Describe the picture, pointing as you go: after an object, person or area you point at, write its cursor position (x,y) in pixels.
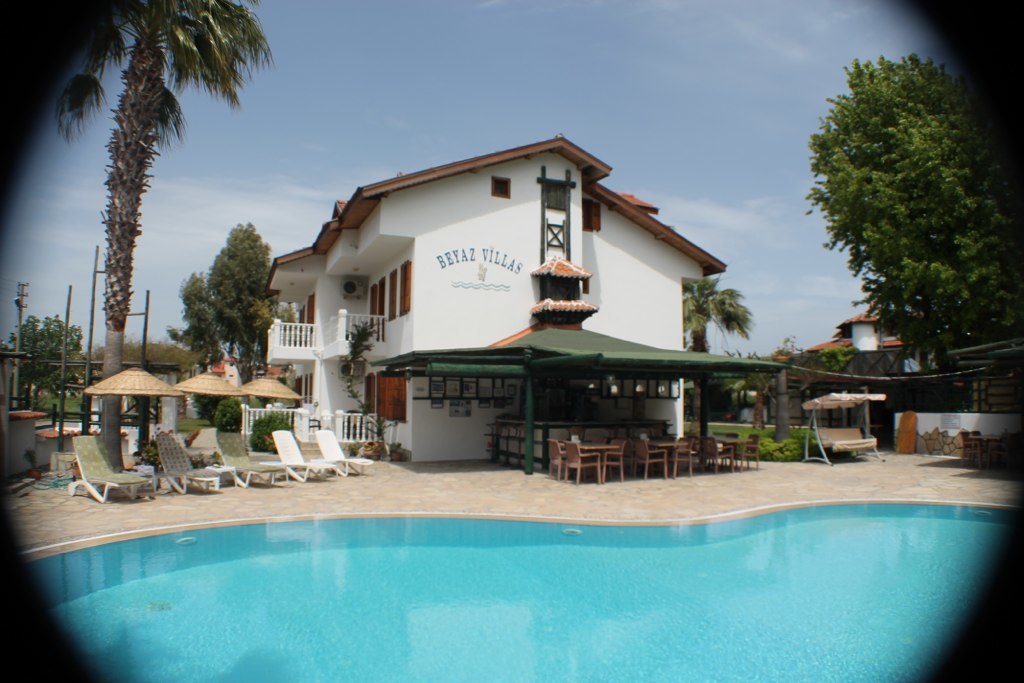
In the picture we can see a photograph of a swimming pool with water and behind it, we can see a path (784,479) to it, we can see some chairs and some umbrellas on it and beside it, we can see a house (319,386) with some windows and doors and inside the house (341,348) we can see some furniture (676,474) and on the other sides of the house (473,232) we can see trees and in the background (467,51) we can see a sky (447,143) with clouds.
